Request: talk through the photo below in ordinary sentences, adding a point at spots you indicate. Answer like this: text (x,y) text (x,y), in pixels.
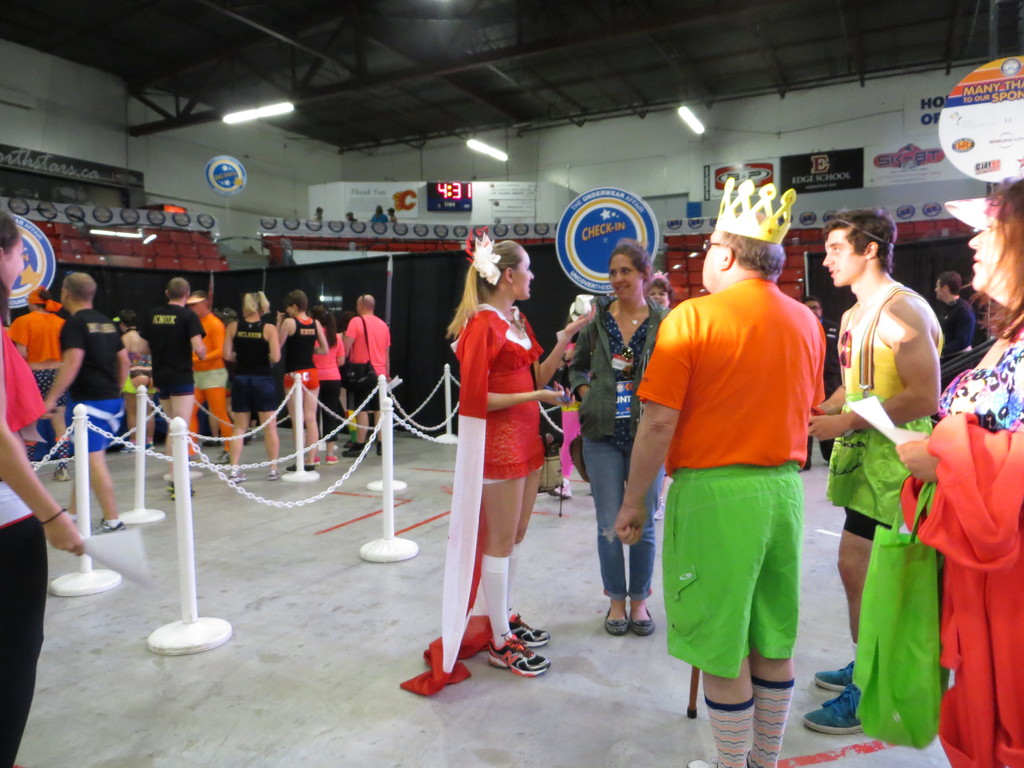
This image consists of many people (645,533). At the bottom (302,714), there is a floor (213,656). In the middle (387,431), we can see a fencing (211,468) along with poles (301,438) and chains (314,449). In the background (146,284), there are black clothes (198,277). At the top (523,42), there is a roof (536,42) along with light (243,118). And we can see a digital clock (441,197) along with the banners (607,187).
